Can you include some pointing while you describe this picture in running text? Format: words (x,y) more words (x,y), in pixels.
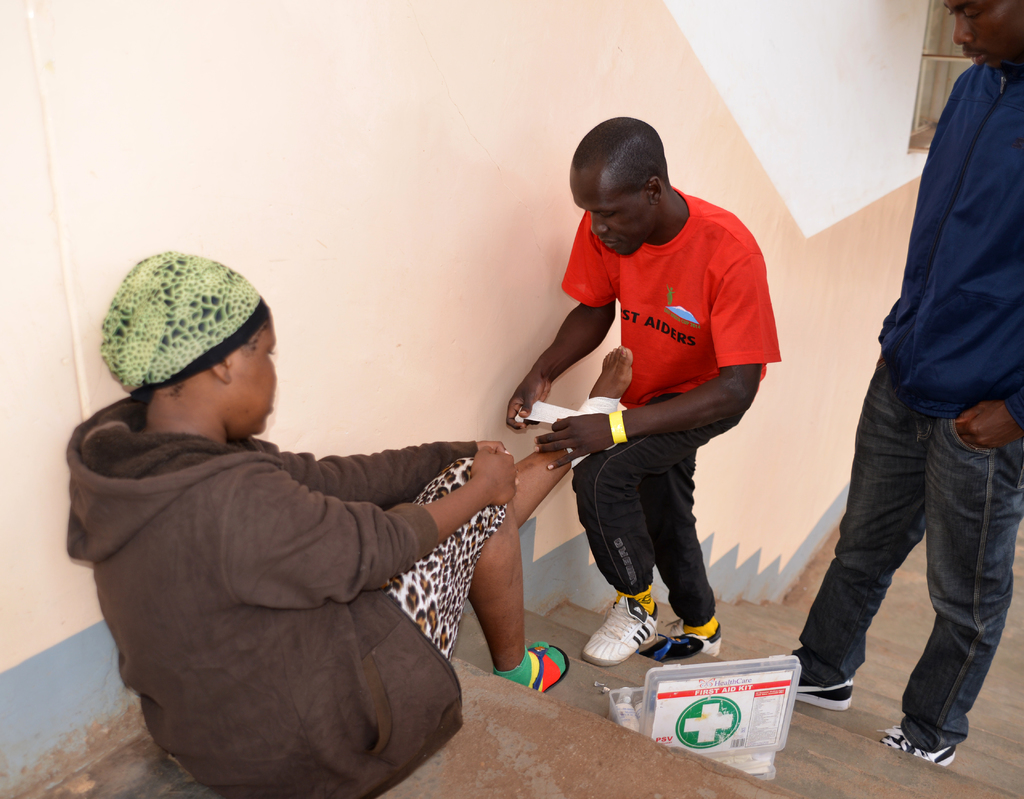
In this image, we can see a person (265,535) wearing a coat (253,483) and a cap (174,342) and sitting on the stairs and there is a bandage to her leg (533,466) and there is an other person (630,465) holding a bandage (526,412) and we can see a first aid box (689,717) and a person (934,670) standing and there is a wall (835,170).
